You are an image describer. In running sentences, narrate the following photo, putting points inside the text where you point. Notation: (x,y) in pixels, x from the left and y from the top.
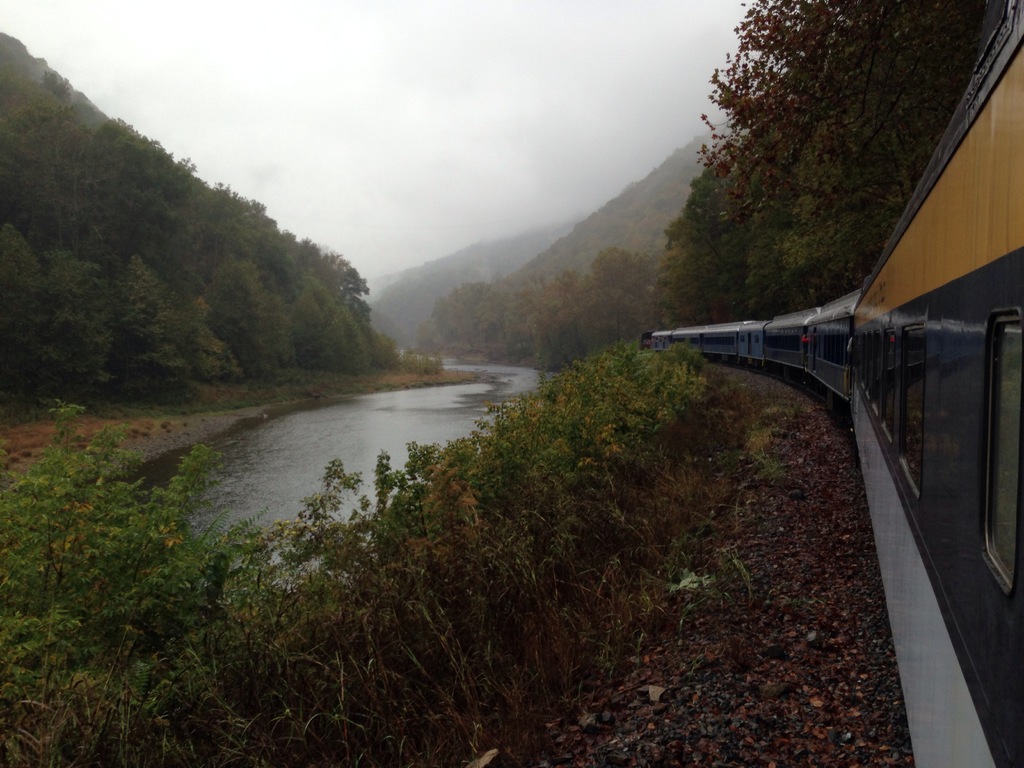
On the right side of the image (994,346) there is a train (941,346). Beside the train (1023,266) there are few plants (456,566) with leaves (208,549). Behind the plants (127,537) there is water (480,373). In the background (328,278) there are trees (883,177) and also there are hills (604,209). At the top of the image (390,163) there is sky (401,123).
